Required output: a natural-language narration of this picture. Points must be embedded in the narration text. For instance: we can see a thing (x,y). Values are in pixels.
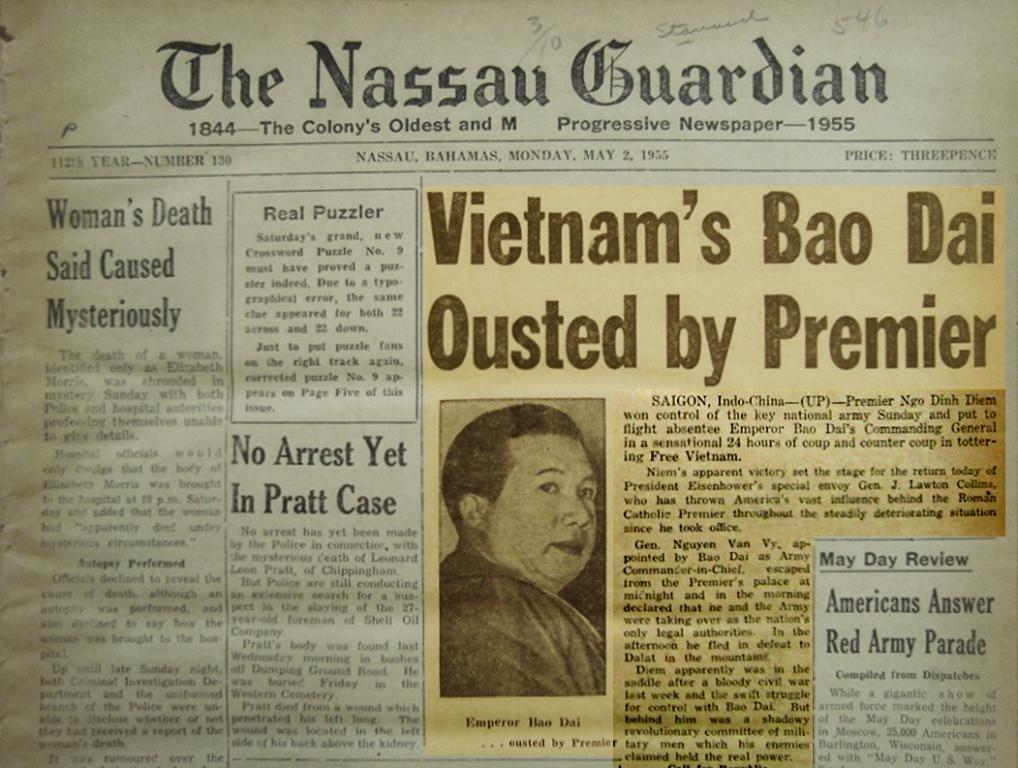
In this picture, we see the image of the person (504,528). Beside that, we see some text (335,326) written on it. At the top (493,84), we see the text (284,78) written with the highlighted words (666,229). This picture might be taken from the newspaper.
